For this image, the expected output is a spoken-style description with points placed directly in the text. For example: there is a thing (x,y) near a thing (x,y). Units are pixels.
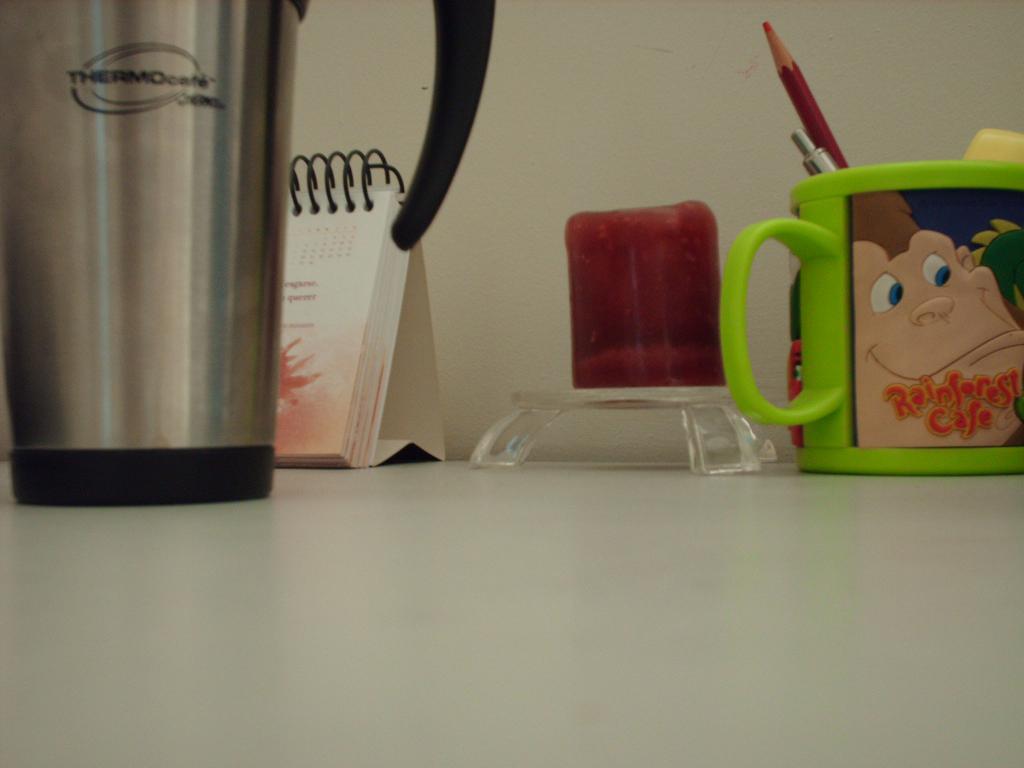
As we can see in the image there is a white color wall (547,186), flask (251,245), book (306,329) and a cup (875,350) on table (540,633).
